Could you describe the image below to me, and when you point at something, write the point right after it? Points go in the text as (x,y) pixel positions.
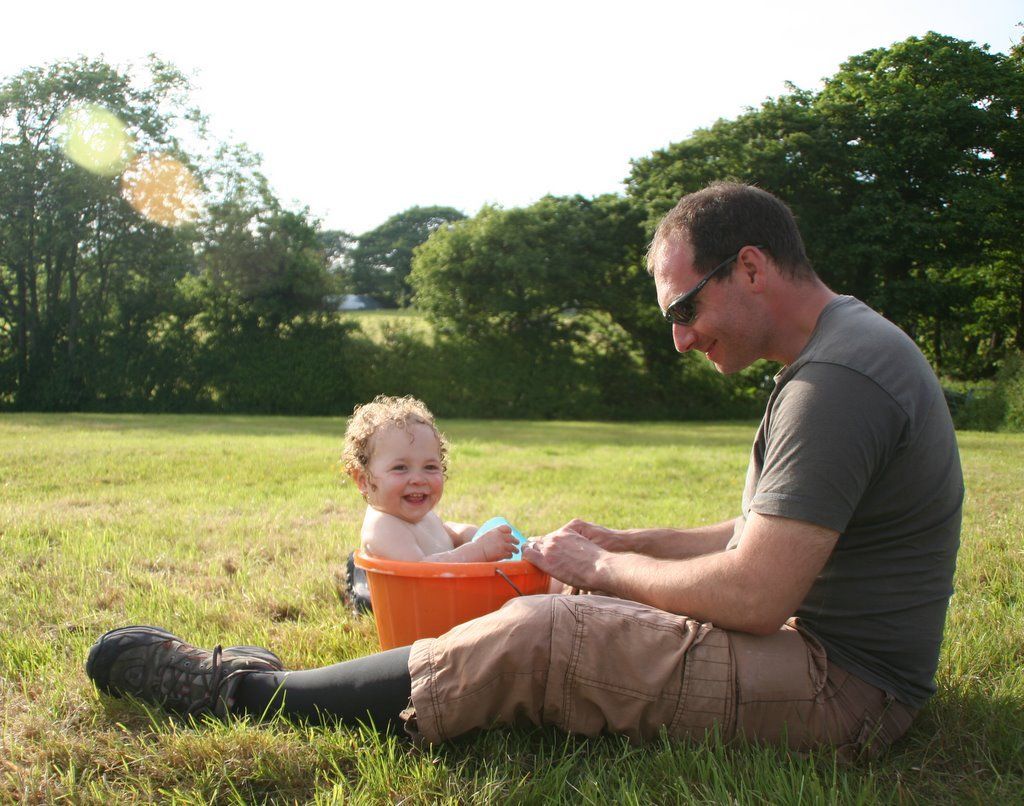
In the center of the image (678,344) there is a man (766,657) sitting on the grass (744,756), before him there is a baby (373,483) in the tub (431,581). In the background (505,324) there are trees (200,218) and sky (305,184).
